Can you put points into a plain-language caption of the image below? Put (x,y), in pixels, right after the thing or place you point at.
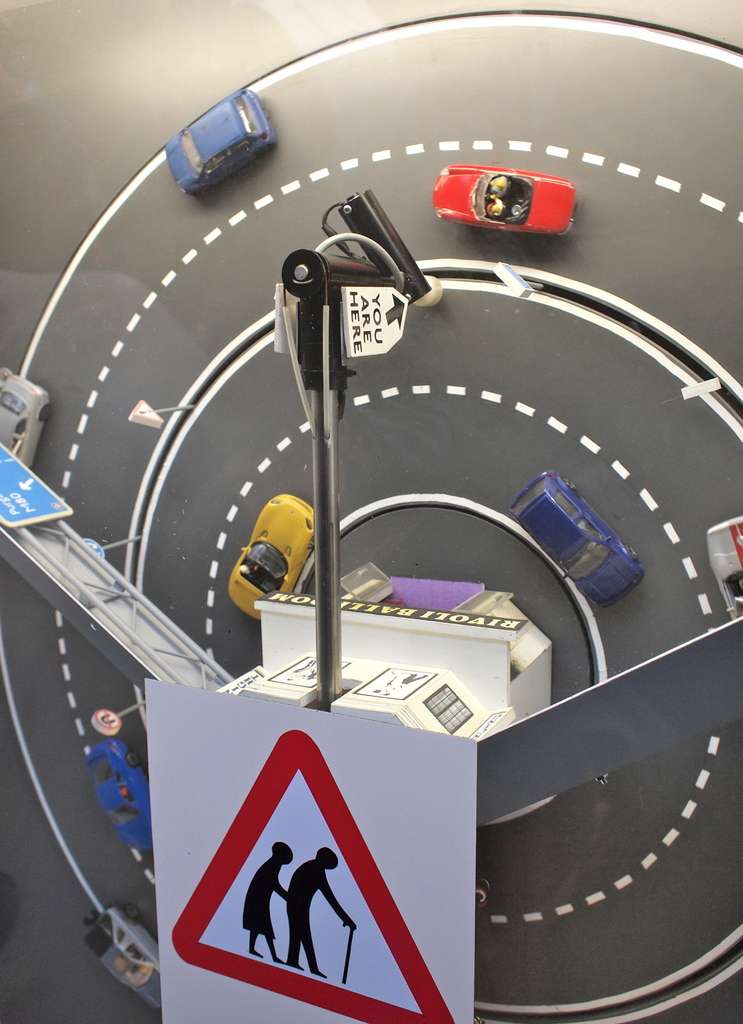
In this image I can see the miniature (284,542) of few vehicles (535,500) on the road (491,456). These vehicles (545,500) are colorful and I can see the pole (333,492) and the board (252,875).
